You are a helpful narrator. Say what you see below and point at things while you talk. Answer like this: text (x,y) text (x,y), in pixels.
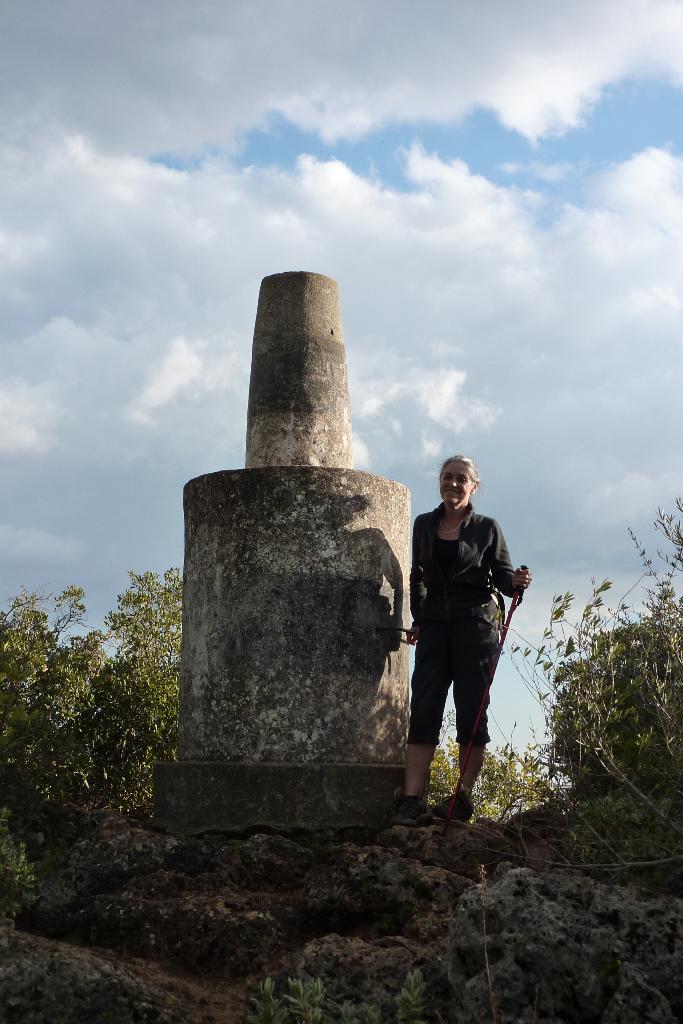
In the image there is a woman (456,615) in black clothes (453,679) standing beside a pillar (286,570) with plants (134,600) on either side of it and sky (480,172) with clouds (153,244).
